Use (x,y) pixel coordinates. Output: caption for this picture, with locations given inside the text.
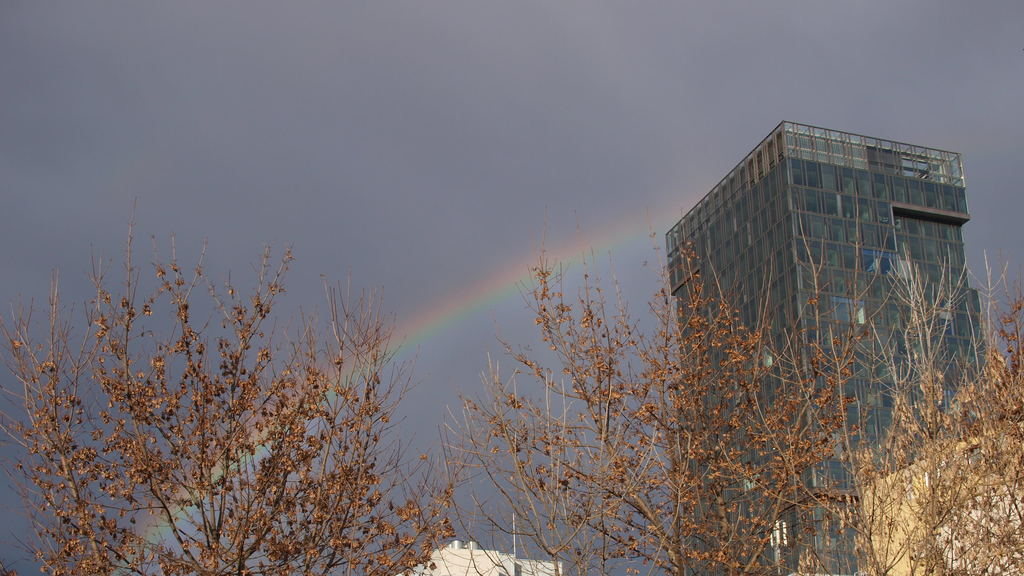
In the image there are dry plants (723,486) in the foreground (677,465) and behind the plants (747,386) there is a building (799,200) and there is a rainbow (532,271) in the sky (171,340).
